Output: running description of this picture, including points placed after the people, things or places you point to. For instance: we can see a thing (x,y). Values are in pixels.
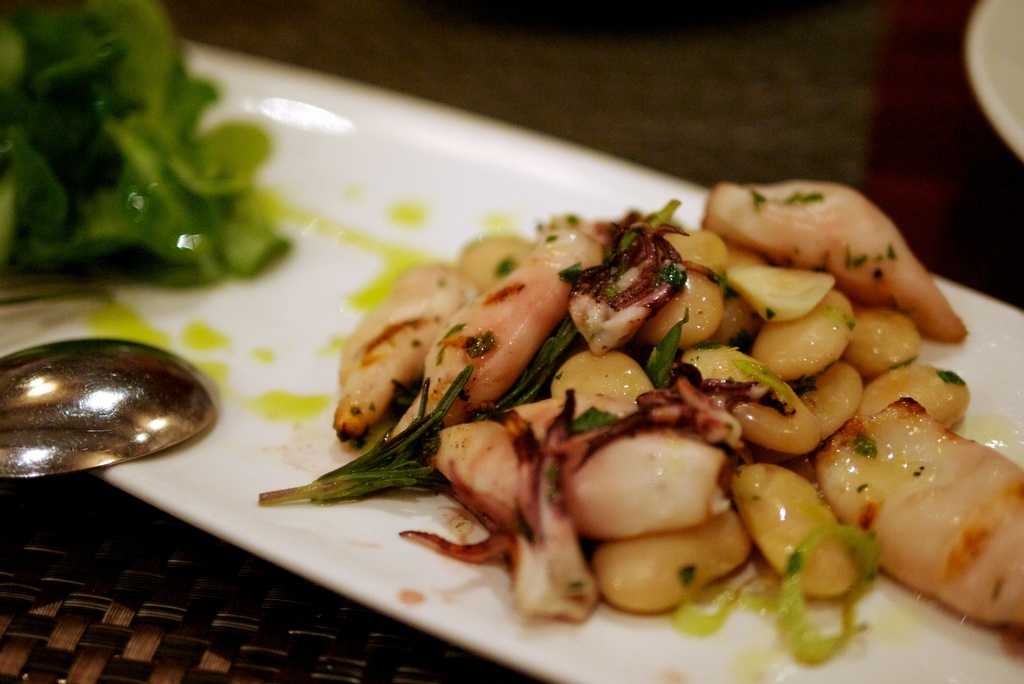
In this picture, we see a white tray (338,558) containing food (624,357), spoon (95,347) and leafy vegetables (95,206). This tray (232,408) is placed on the brown table (221,567). In the background (688,130), it is brown in color and it is blurred.
